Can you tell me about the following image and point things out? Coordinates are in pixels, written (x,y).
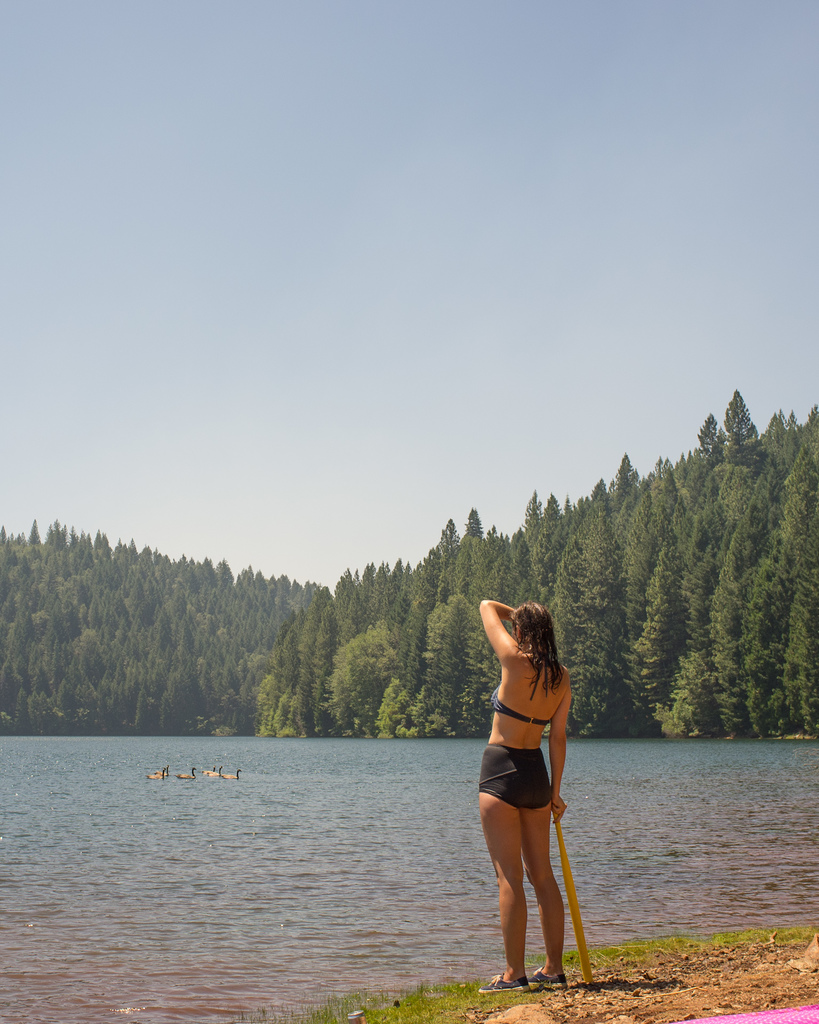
In this image there are grass (461,1011) and sand (615,991) in the foreground (609,971). There is a person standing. There is water (341,891). There are birds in the water (204,889). There are trees (780,669) in the background (13,706). There is sky (541,418).
